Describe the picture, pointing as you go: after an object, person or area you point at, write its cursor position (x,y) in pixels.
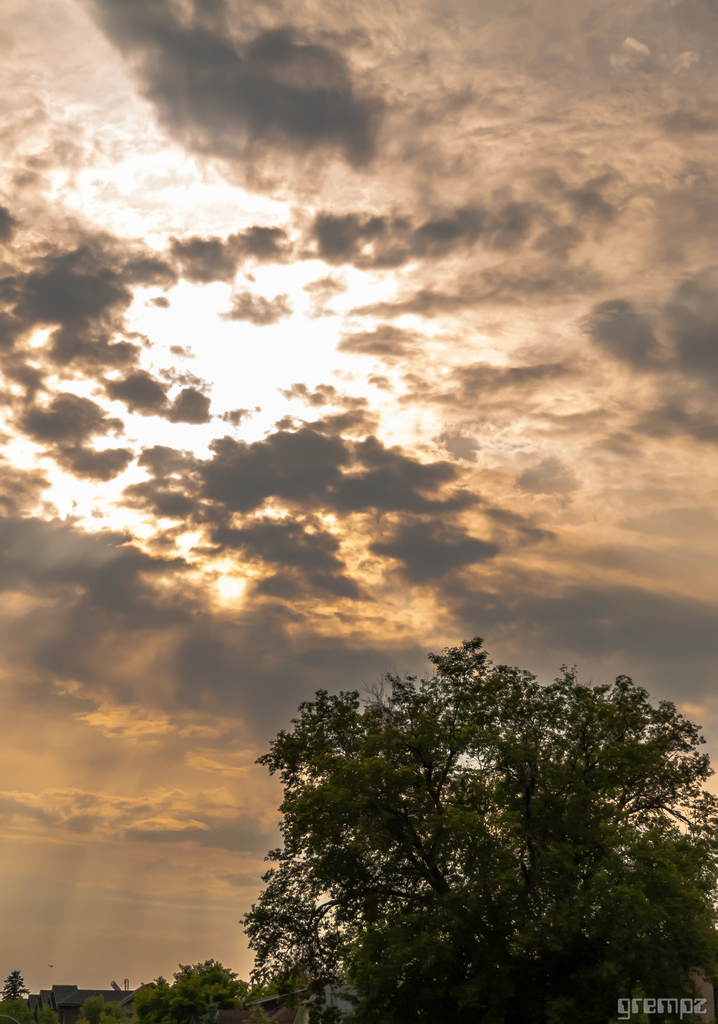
In the image there is tree (397,930) in the front (458,914) and above its sky (287,374) with clouds (313,504).
